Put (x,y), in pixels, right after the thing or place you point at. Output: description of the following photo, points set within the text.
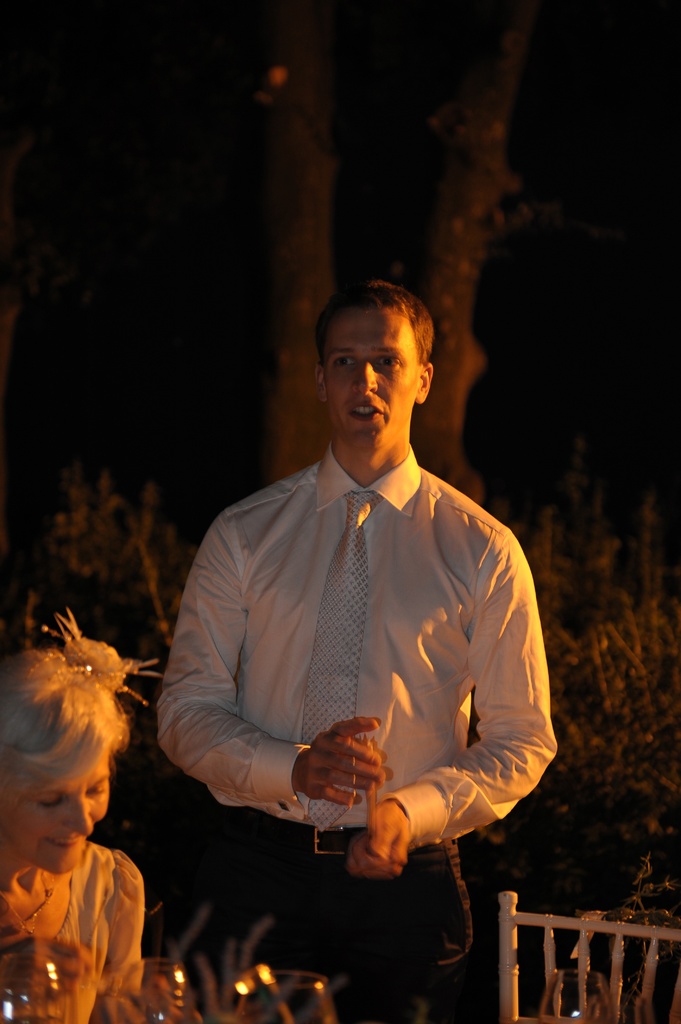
In this image we can see two persons (283,723), among them one person (319,711) is standing and holding a glass (364,736) and the other person (72,806) is sitting in front of the glasses (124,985), in the background (328,218) we can see some plants (582,709), trees (310,204) and a chair (617,952).
